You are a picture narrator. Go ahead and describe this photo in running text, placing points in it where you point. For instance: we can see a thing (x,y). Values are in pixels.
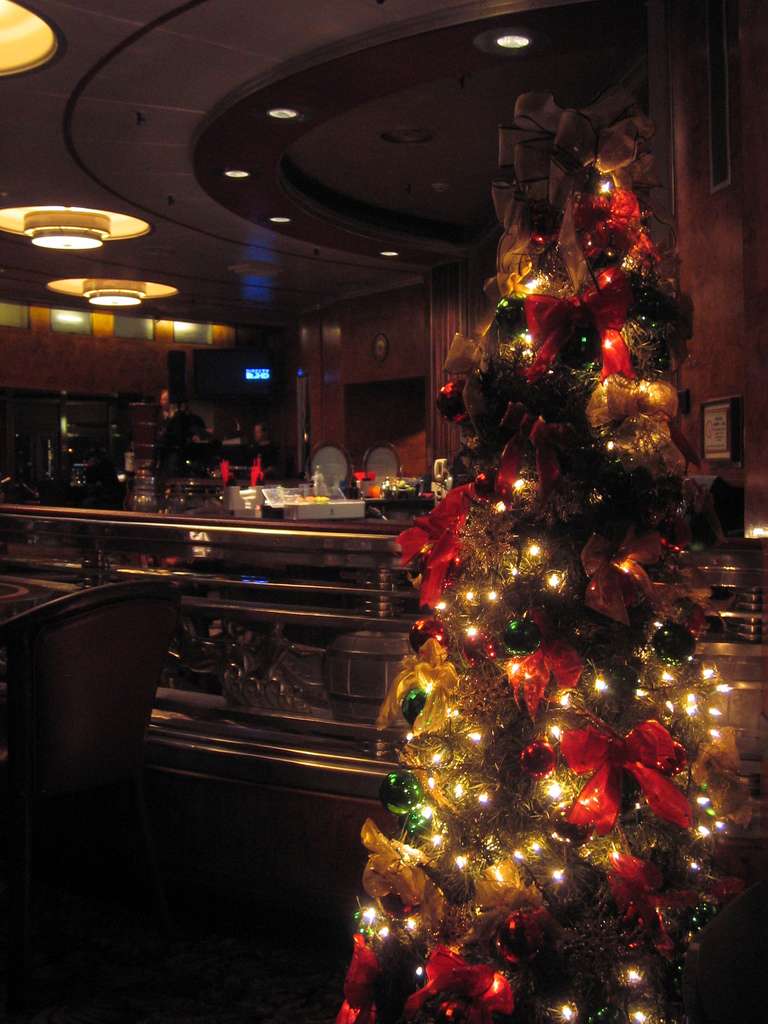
In this picture we can observe a Christmas tree (572,612) decorated with some lights (410,921). We can observe a desk (282,576) on which there are some bottles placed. In the background (287,388) there is a wall (324,377) and we can observe lights (65,236) in the ceiling (60,181).
